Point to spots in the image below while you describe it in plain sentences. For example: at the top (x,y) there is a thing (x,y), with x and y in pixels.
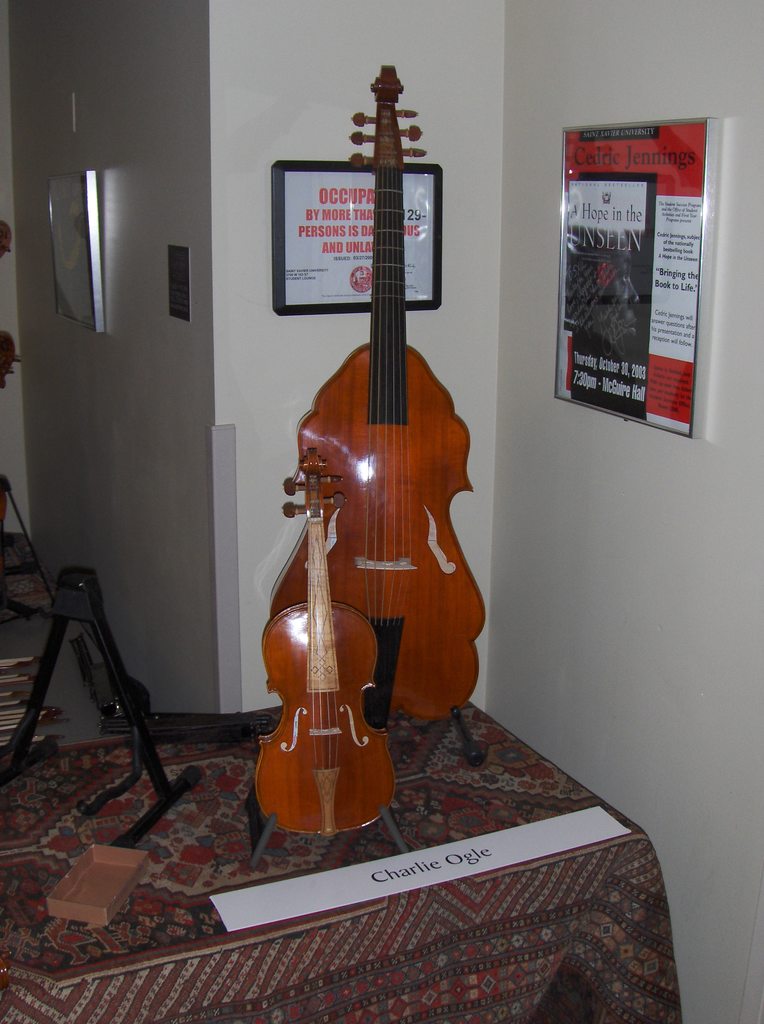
In this image I can see a musical instrument (322,813) on the table (335,859). At the back side (294,307) the frame (287,263) is attached to the wall (273,123).
